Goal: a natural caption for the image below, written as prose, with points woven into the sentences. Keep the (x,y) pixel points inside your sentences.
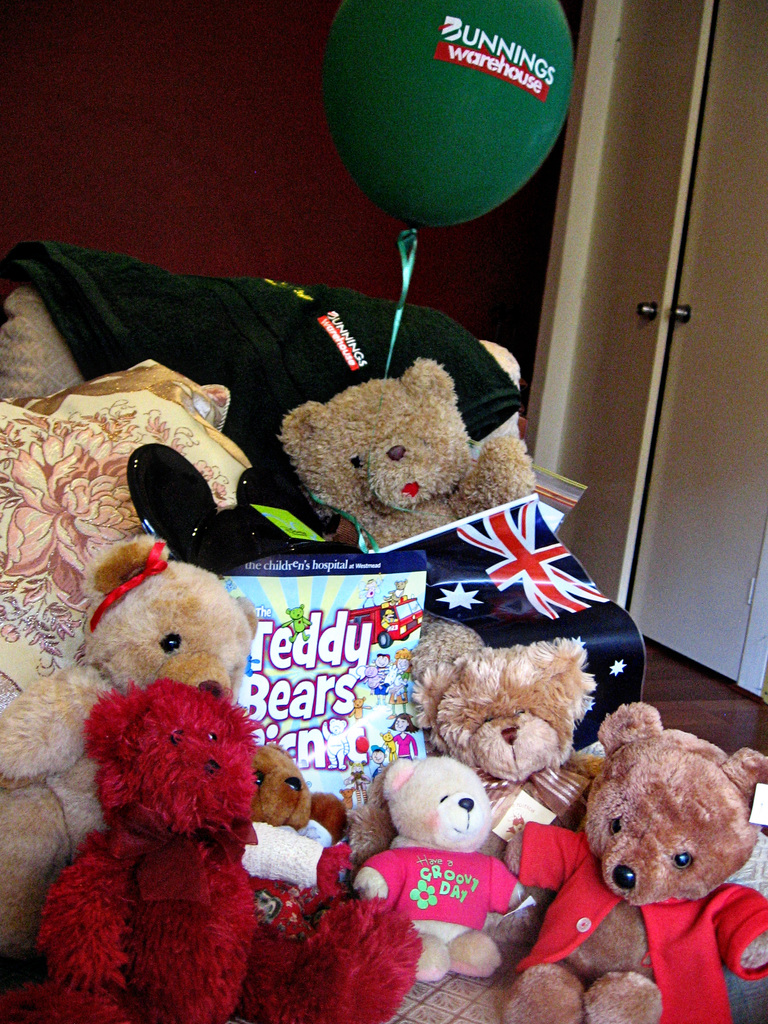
In this picture we can see a few teddy bears (501,477). There is a poster (352,673), flag (481,588), pillow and other objects (275,293) on a sofa (33,372). We can see a door (632,293) and a door handle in the background (574,362).
